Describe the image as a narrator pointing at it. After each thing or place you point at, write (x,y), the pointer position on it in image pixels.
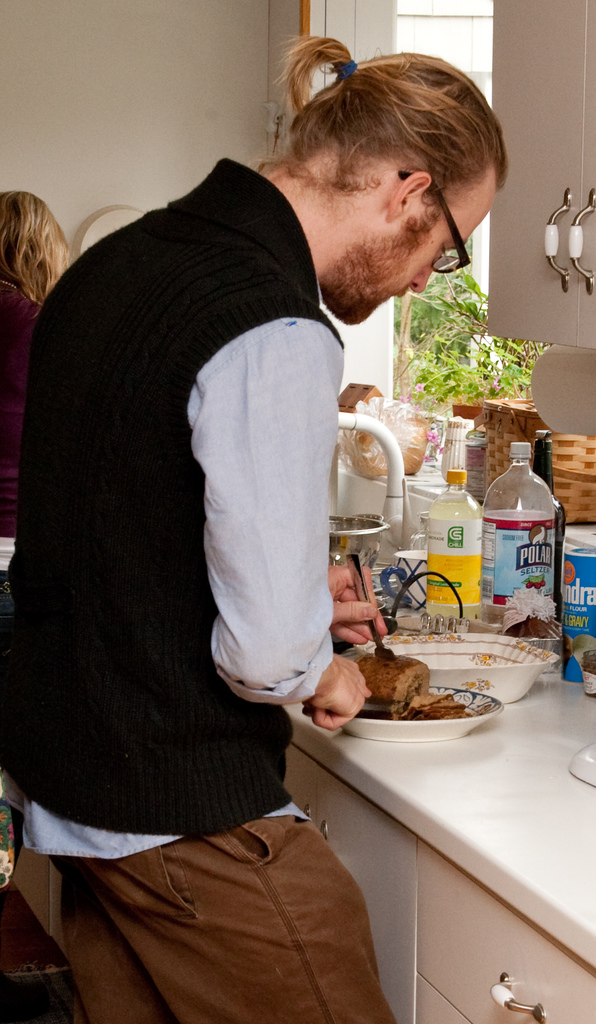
In this image I can see a person (259,425) cutting a food item (397,661). There are few bottles (551,536) and food items (567,677) on the table (575,855). I can see a cupboard (542,297). In the background (419,304) there is a window (419,315). On the left side (23,335) I can see a woman (43,261).
